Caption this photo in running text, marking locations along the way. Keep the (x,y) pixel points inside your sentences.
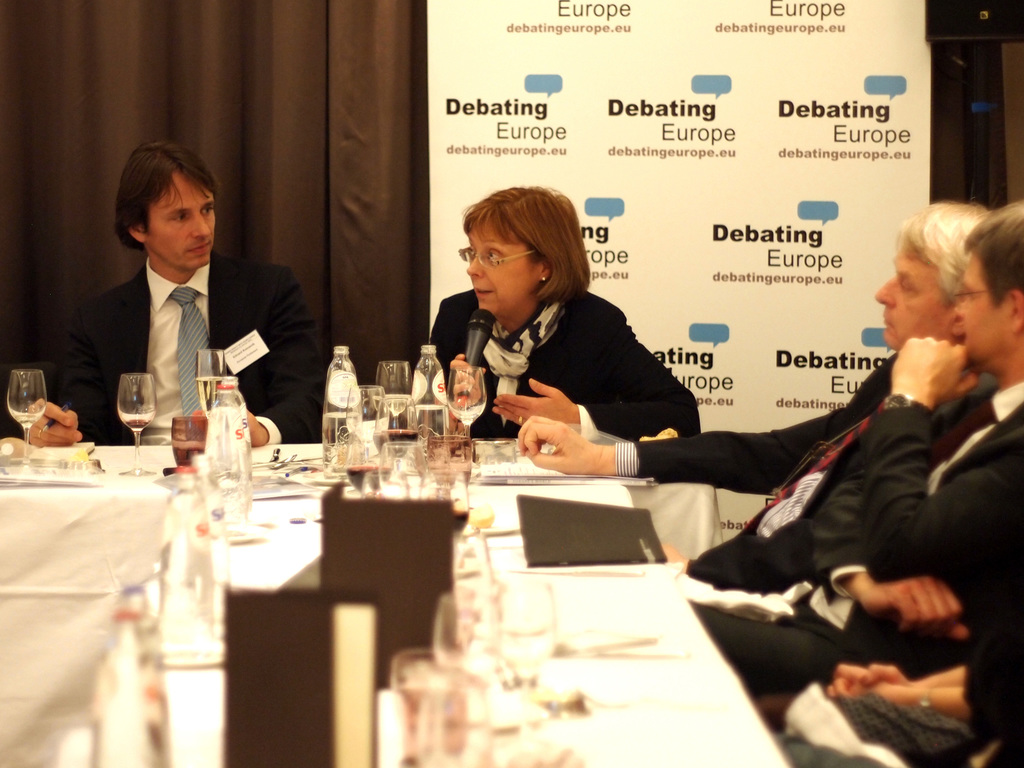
On the right side (1018,427), there are three persons (978,445) sitting. One of them is placing a hand (542,419) on the table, on which there are bottles (156,707), glasses (362,480), papers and other objects (605,546). In the background (514,335), there are two persons (576,321) sitting. One of them is holding a mic (482,343) and speaking, there is a white color banner (692,106), on which there are texts (721,390) and there is a curtain (335,58).
